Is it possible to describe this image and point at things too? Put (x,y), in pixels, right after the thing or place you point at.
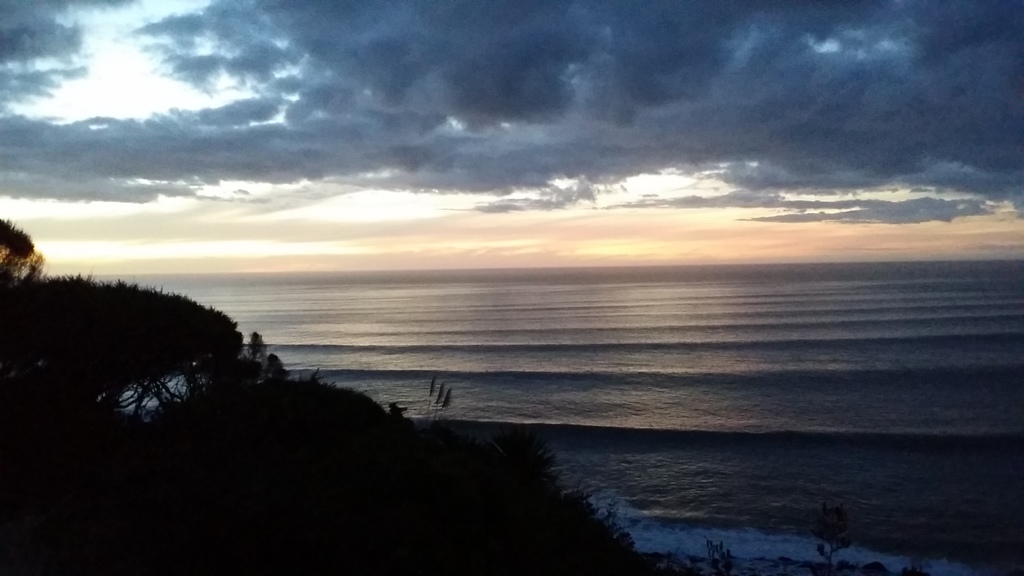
In this image there are trees (425,444), water (618,375), and in the background (685,195) there is sky (504,222).
